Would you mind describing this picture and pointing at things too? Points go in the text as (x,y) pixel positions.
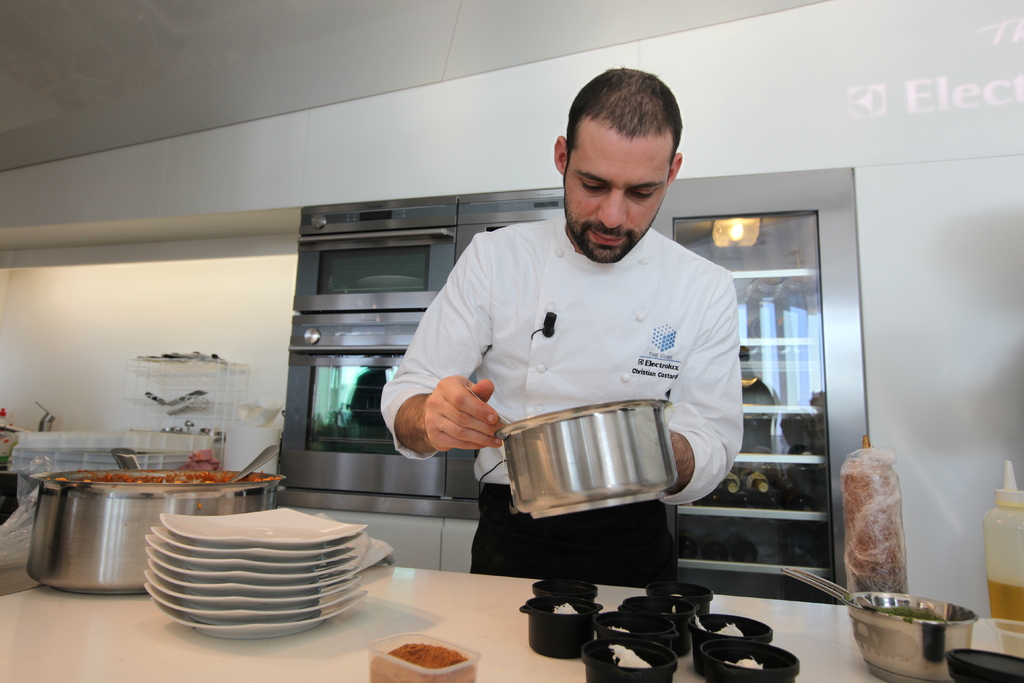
In this image a person (588,268) is standing and holding a pan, a group of plates (269,558) are placed one on the other, behind the person (569,305) we can see a micro oven (360,373), in this image we can see a bottle (1010,572) is placed on the table (773,630).
